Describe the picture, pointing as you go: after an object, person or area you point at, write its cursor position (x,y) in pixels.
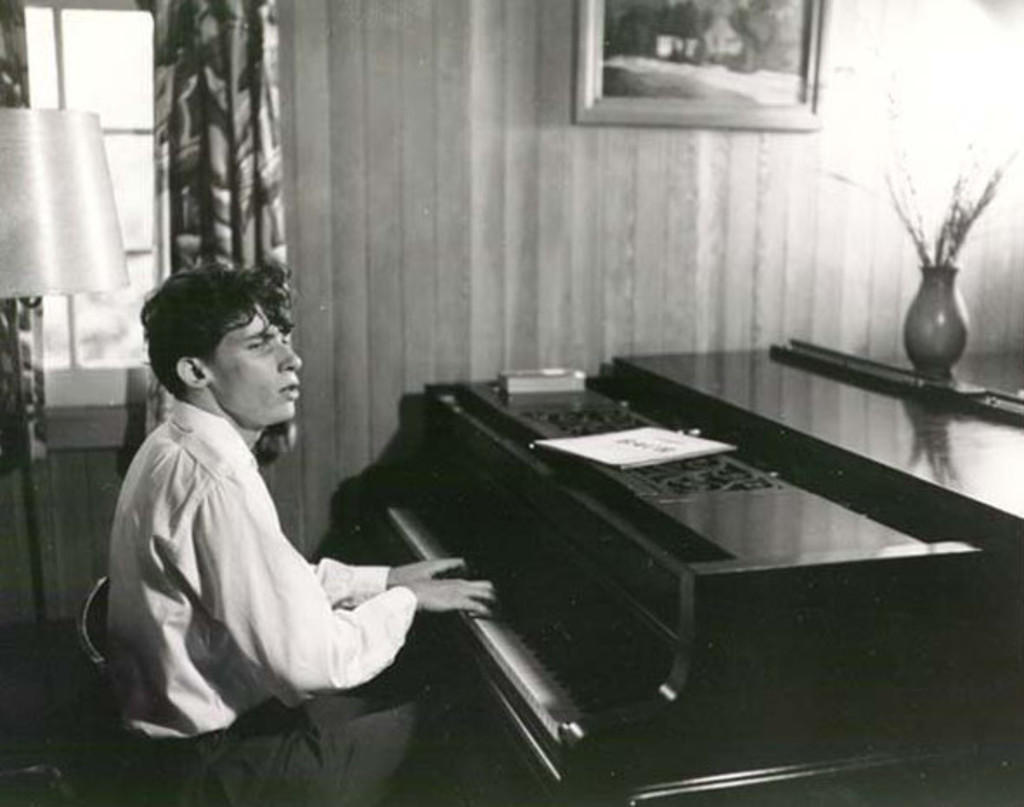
In this picture there is a man (329,611) playing a piano (484,669) sitting in front of it on which some papers (628,441) were placed. There is a flower vase (928,351) here. In the background (45,218) there is a lamp (48,244), curtains (233,176) and a photo frame (658,91) attached to the wall (524,219).
